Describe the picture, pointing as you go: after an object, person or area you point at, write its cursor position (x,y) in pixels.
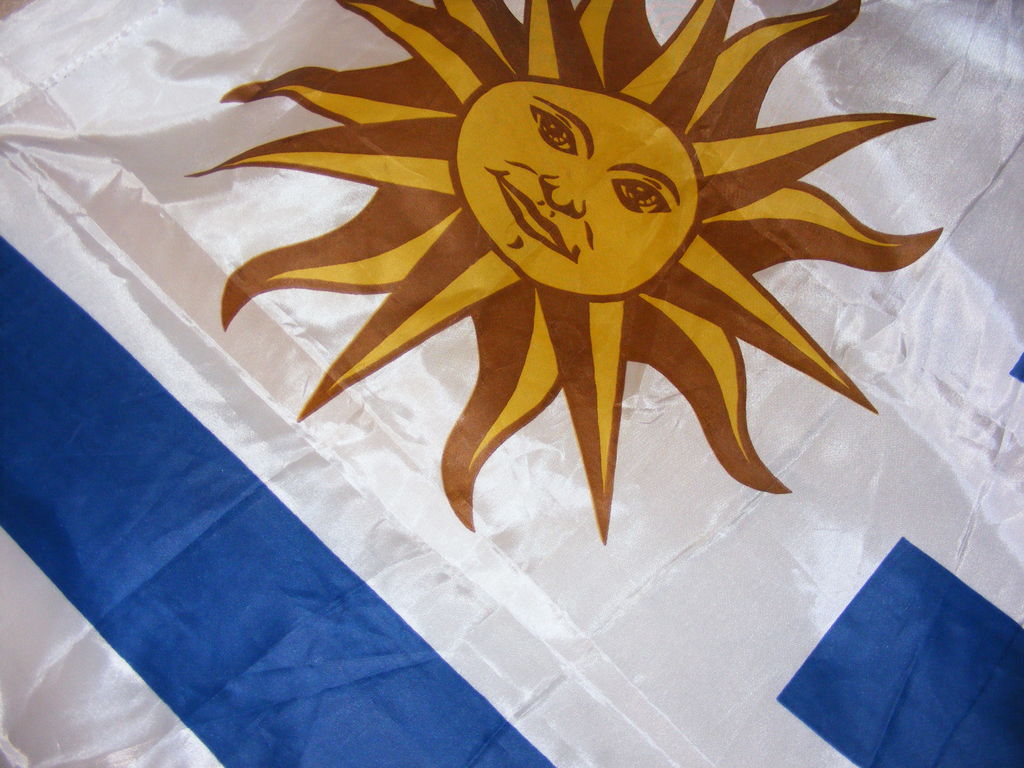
In this image we can see flag (461,259).
